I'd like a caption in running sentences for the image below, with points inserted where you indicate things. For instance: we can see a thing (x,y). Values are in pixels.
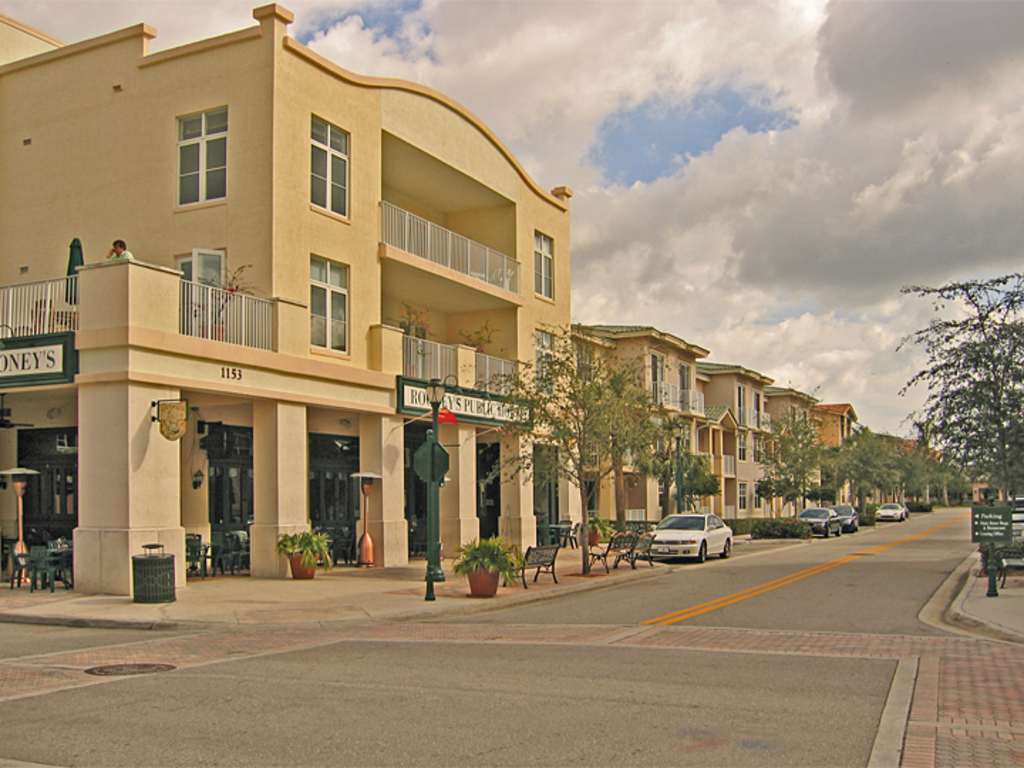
In this picture we can see the sky (809,149) with clouds (843,169). On the left side of the picture (190,382) we can see the buildings (733,408), chairs (568,536), benches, trees (805,436) and house plants (280,549). Near to the buildings (458,498) we can see the cars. We can see poles (433,510) and boards (429,451). On the right side of the picture (979,353) we can see a tree (965,436) and a board (981,527). At the bottom portion (636,708) we can see the road (472,697) and a drainage cap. We can see a person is standing in the balcony (122,276).
